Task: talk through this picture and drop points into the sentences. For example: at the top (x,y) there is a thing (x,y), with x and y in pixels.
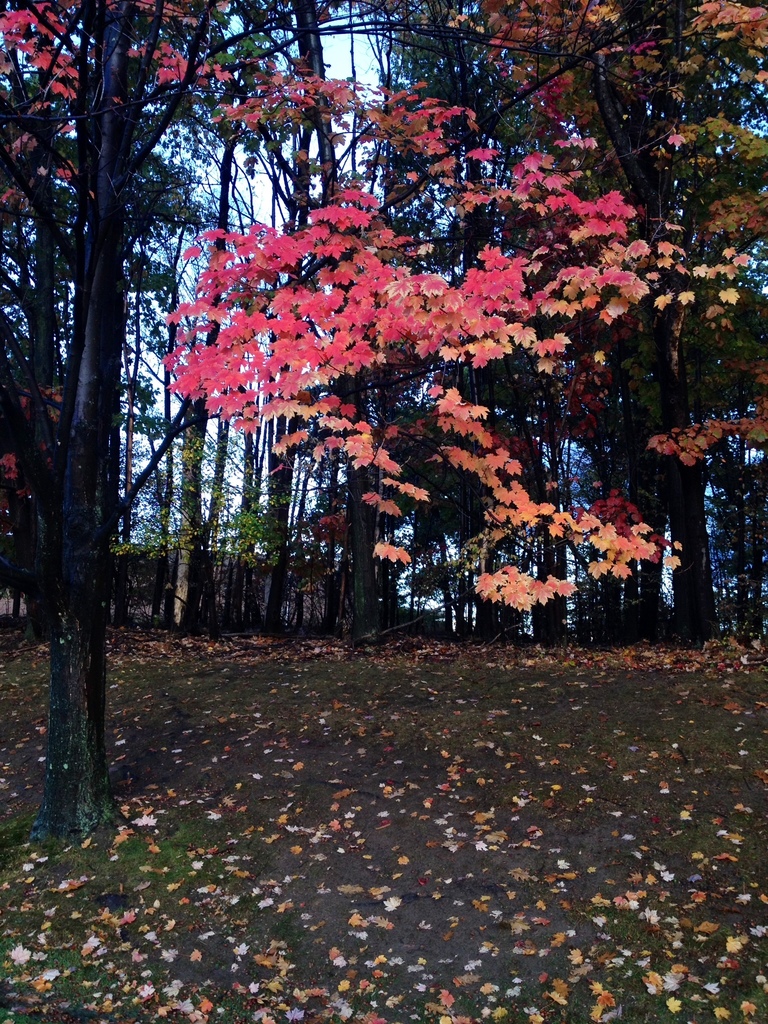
In this image I can see few leaves (391,784) on the ground (391,826) and I can see few trees (100,510) which are green, pink, orange and black in color. In the background (574,485) I can see the sky (346,138).
